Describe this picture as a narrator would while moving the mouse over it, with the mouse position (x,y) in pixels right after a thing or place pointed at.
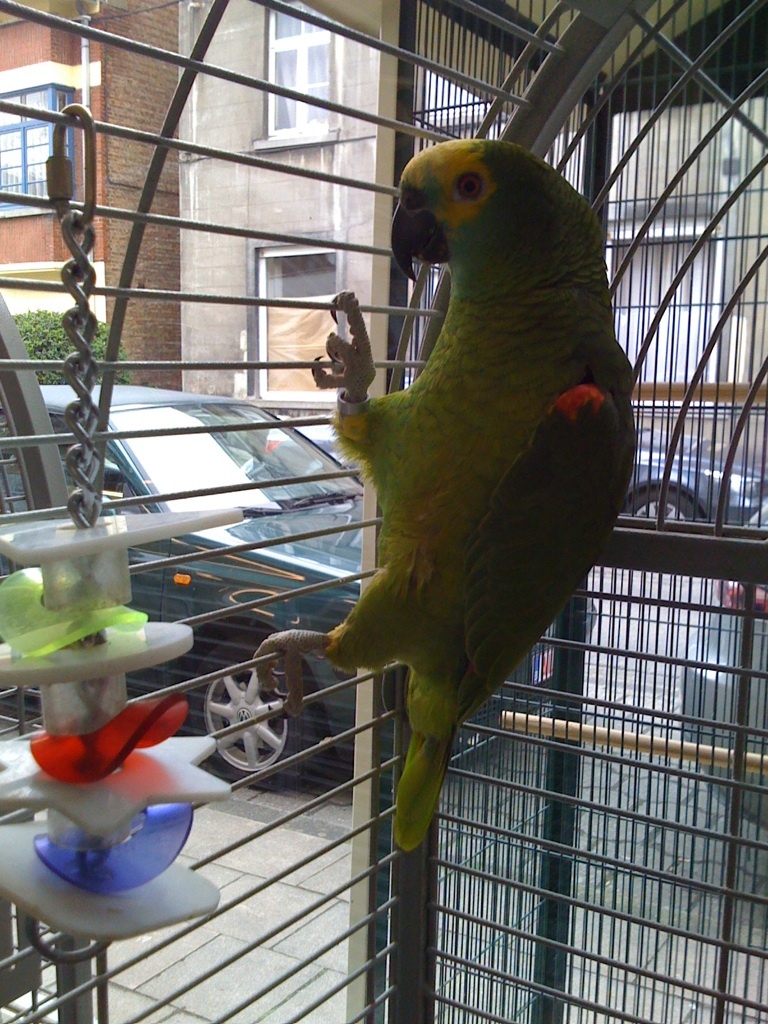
In the picture I can see a parrot (490,520) in the cage (58,364). Here I can see some objects (83,752) in the cage (253,548). In the background (241,458) I can see vehicles (208,404), buildings (163,337), plants (65,355) and some other objects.
